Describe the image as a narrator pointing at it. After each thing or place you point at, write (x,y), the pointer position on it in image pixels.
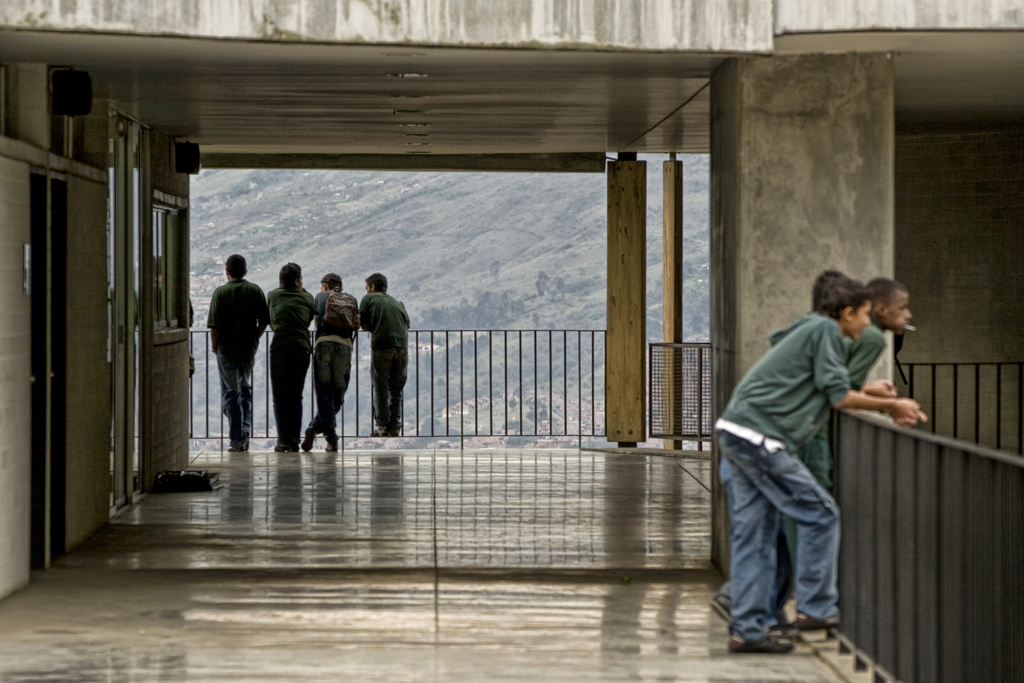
In this image we can see many people (851,404) standing. There are railings (944,498) and pillars (678,274). On the left side (43,282) there are doors (123,307) and windows (156,257). Also there are speakers (190,150). In the background (328,223) there is hill (420,293). Also there are trees (489,312).
